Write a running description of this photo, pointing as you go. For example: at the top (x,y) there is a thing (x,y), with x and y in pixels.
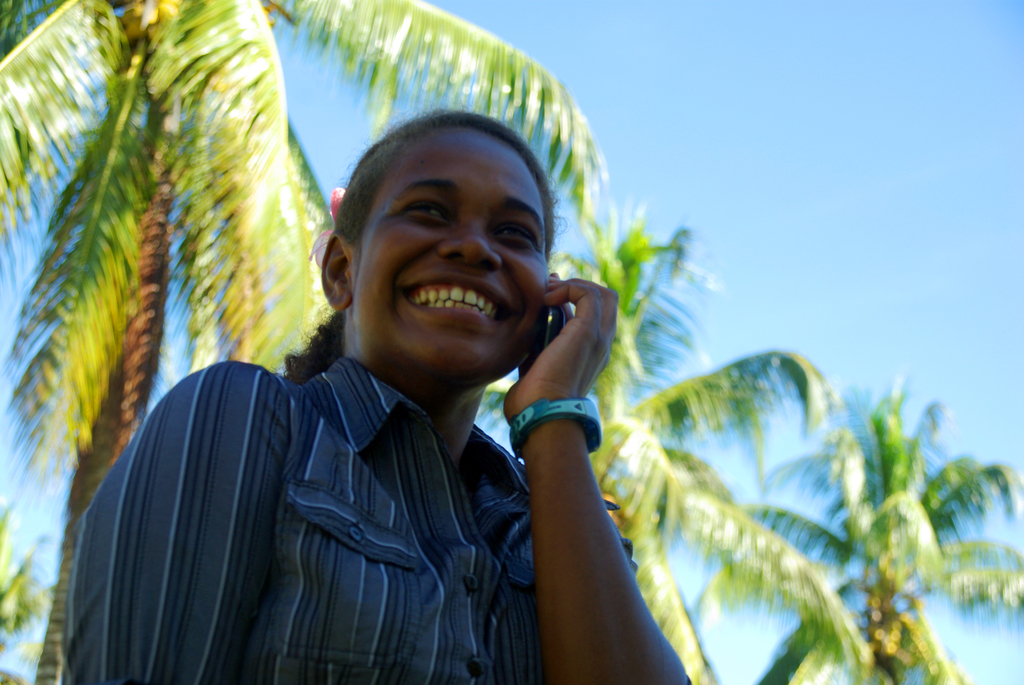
In this image we can see a person (558,528) wearing clothes (447,558) and holding a phone (544,327) with her hand (582,343). In the background of the image (745,449), there are some trees (551,170) and sky (733,34).
